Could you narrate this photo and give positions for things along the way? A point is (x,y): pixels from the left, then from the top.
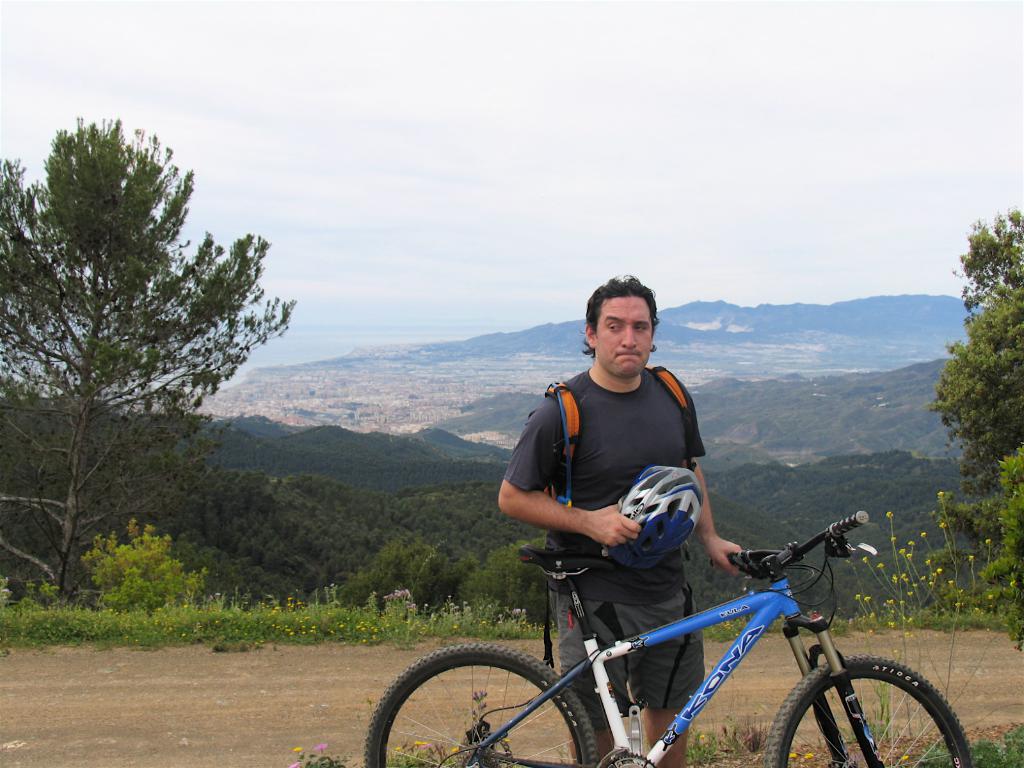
In the center of the image (594,476) we can see one man (603,517) standing and he is holding one helmet (661,518) and cycle (685,622). In the background (478,78), we can see the sky (425,78), clouds (419,78), hills (684,324), trees (985,488), plants (977,508), grass (4,620), flowers (939,516), road (135,676) etc.
